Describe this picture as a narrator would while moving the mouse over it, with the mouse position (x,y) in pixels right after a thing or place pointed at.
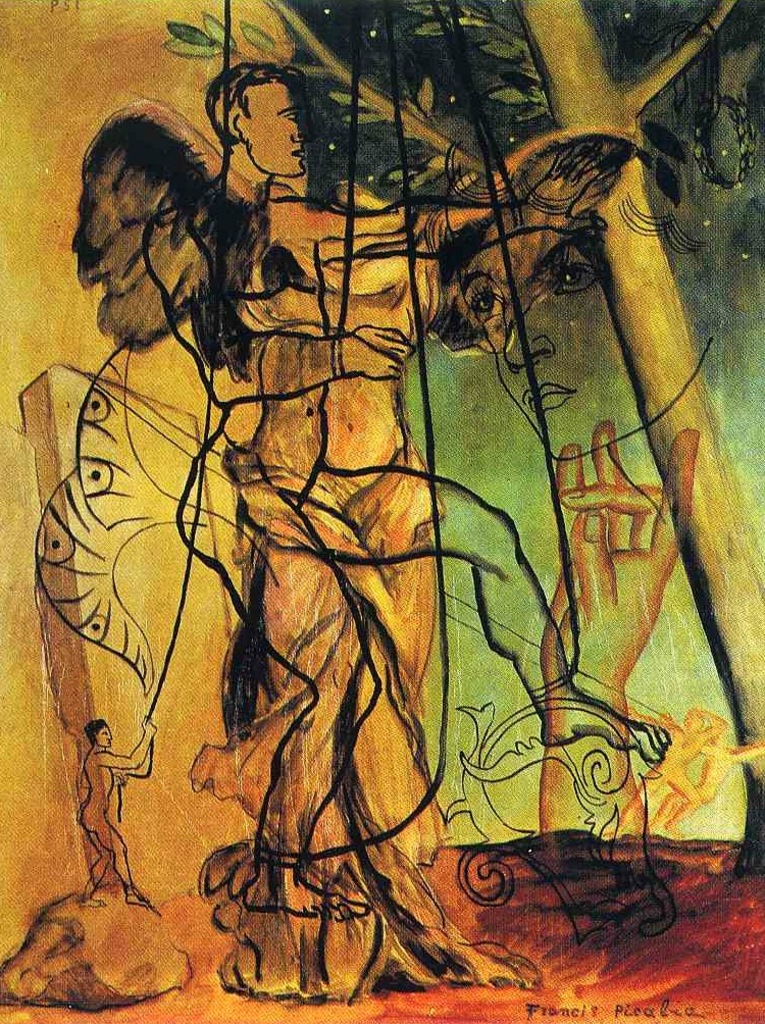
In the image there are some paintings (341,519) of human beings (109,837) and other objects (573,112).
